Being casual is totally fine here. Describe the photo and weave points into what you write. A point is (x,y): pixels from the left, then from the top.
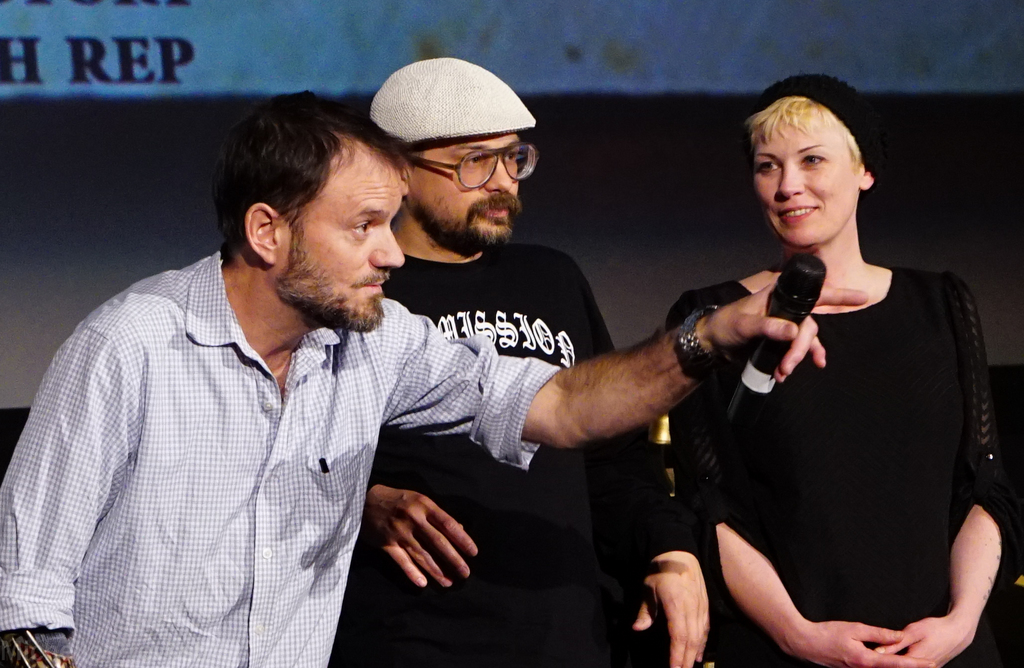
In the image there are two men (474,559) and women (924,278) standing in the front (403,474) and man (343,336) on the left side (226,487) holding a mic (789,309) and behind them there is a screen (396,28) on the wall (142,112).
